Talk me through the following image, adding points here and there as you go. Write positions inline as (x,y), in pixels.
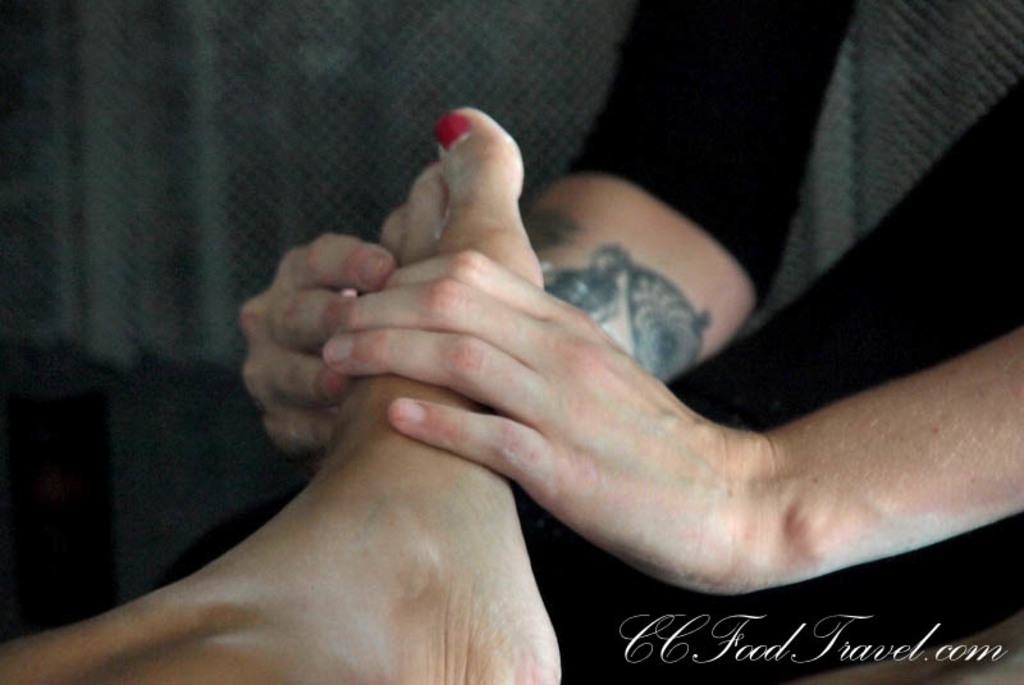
In the center of the image (530,360) we can see human hands (428,330) are holding one person's leg (392,486). And we can see some tattoo (599,287) on one of the hands (571,341). At the bottom right side of the image (795,653), we can see some text (791,621). In the background (335,203), we can see it is blurred.
